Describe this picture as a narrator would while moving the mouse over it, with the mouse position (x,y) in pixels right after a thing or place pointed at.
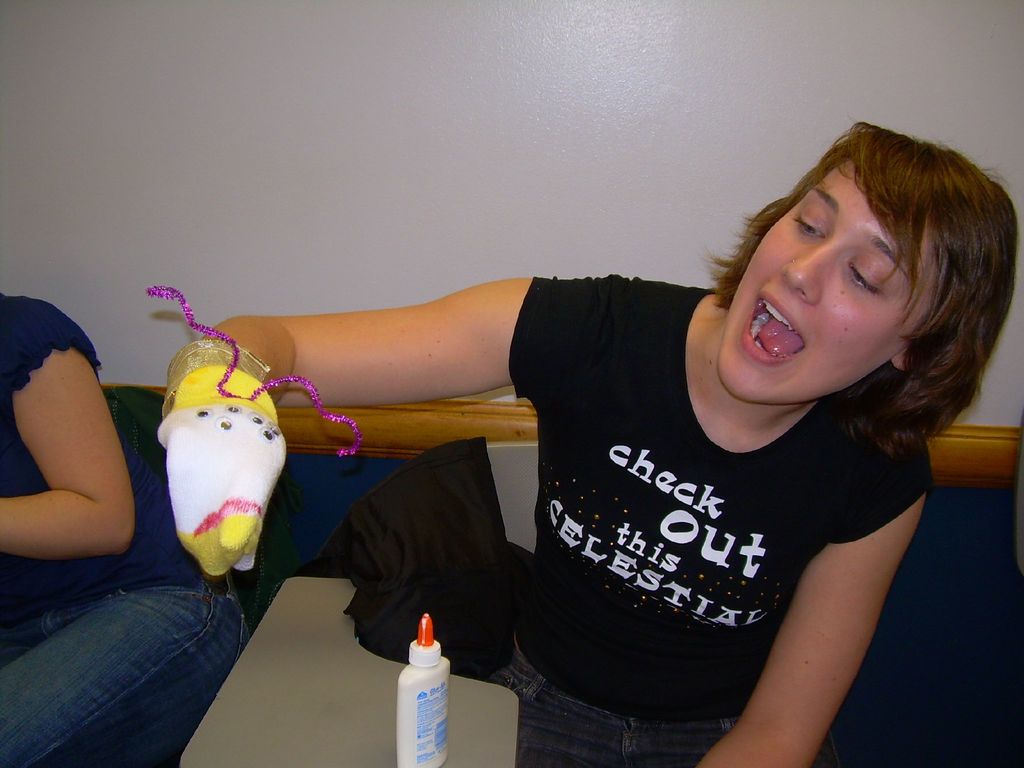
In this image we can see persons (646,606) sitting on the bench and one of them is wearing a sock puppet (255,450) to the hand (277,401). In the background (434,435) we can see walls (608,104) and a glue bottle (423,710) on the desk (321,689).
